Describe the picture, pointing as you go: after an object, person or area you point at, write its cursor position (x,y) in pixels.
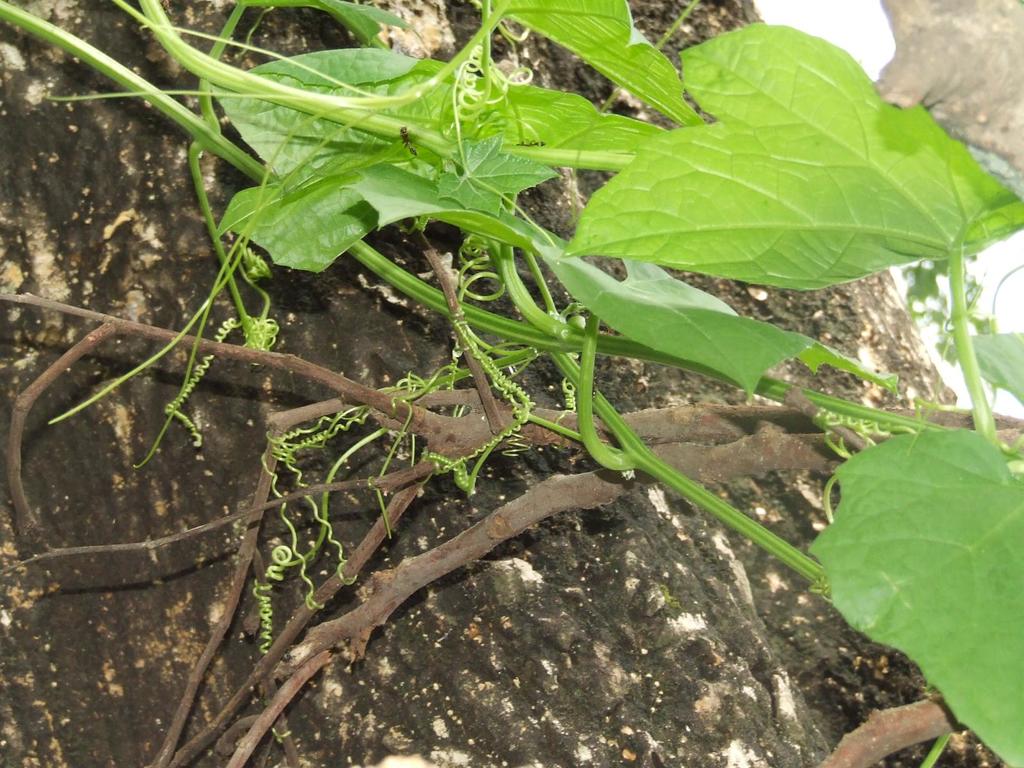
In this picture we can see leaves (961,523) and stems (629,453) on a surface (700,630) and in the background (930,95) we can see an object (938,104).
